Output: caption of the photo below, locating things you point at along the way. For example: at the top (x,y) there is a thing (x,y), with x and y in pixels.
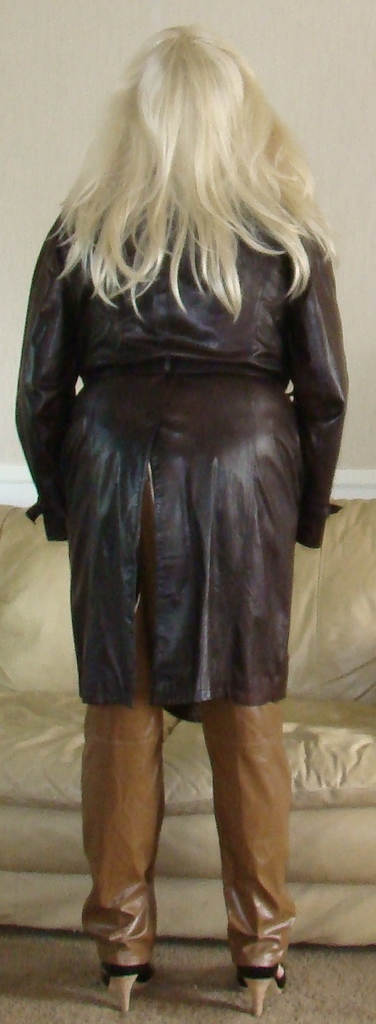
Here we can see a woman (147,532) standing on the floor (47,975). In the background (19,771) we can see a sofa (16,729) and a wall (258,56).
